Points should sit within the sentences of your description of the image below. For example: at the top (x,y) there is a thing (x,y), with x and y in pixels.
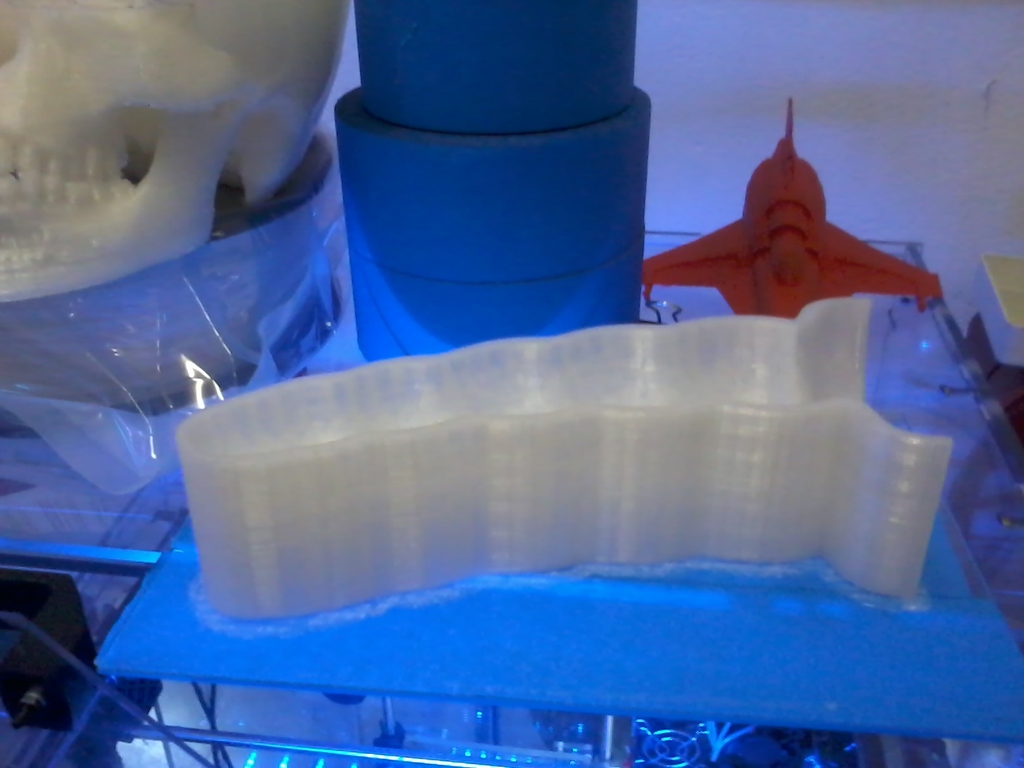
In this picture we can see few objects (382,301), it looks like a toys (183,449) are placed on the table (810,581).
